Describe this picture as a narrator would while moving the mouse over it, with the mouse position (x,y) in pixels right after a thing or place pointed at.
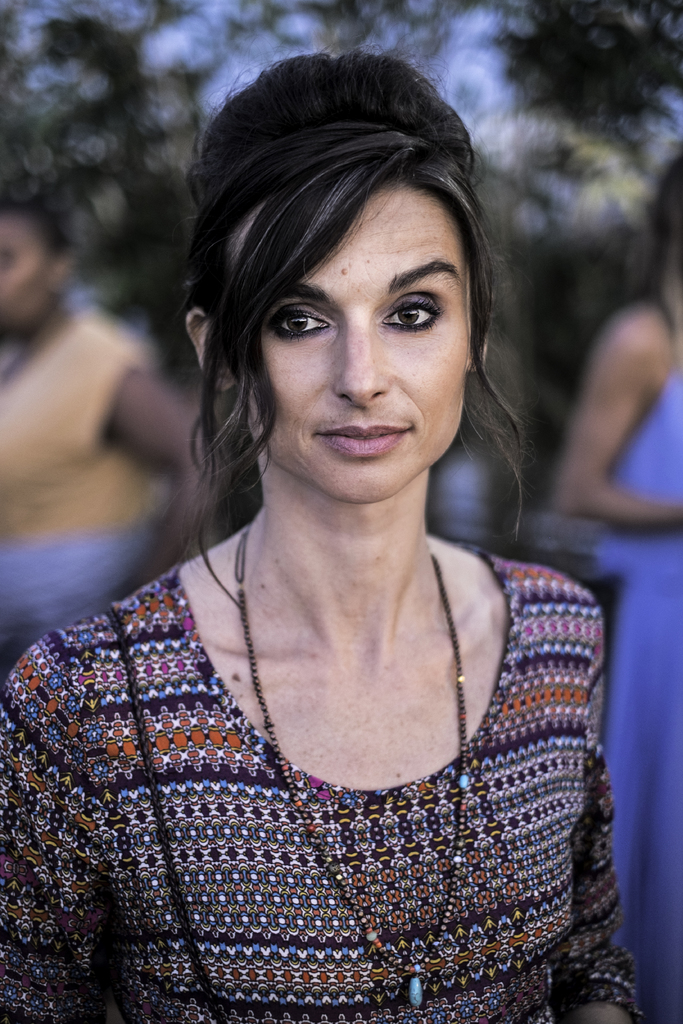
This picture shows a few women (239,345) standing and we see trees (606,179) on the back (98,90) and we see a woman (419,752) wore an ornament (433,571).
